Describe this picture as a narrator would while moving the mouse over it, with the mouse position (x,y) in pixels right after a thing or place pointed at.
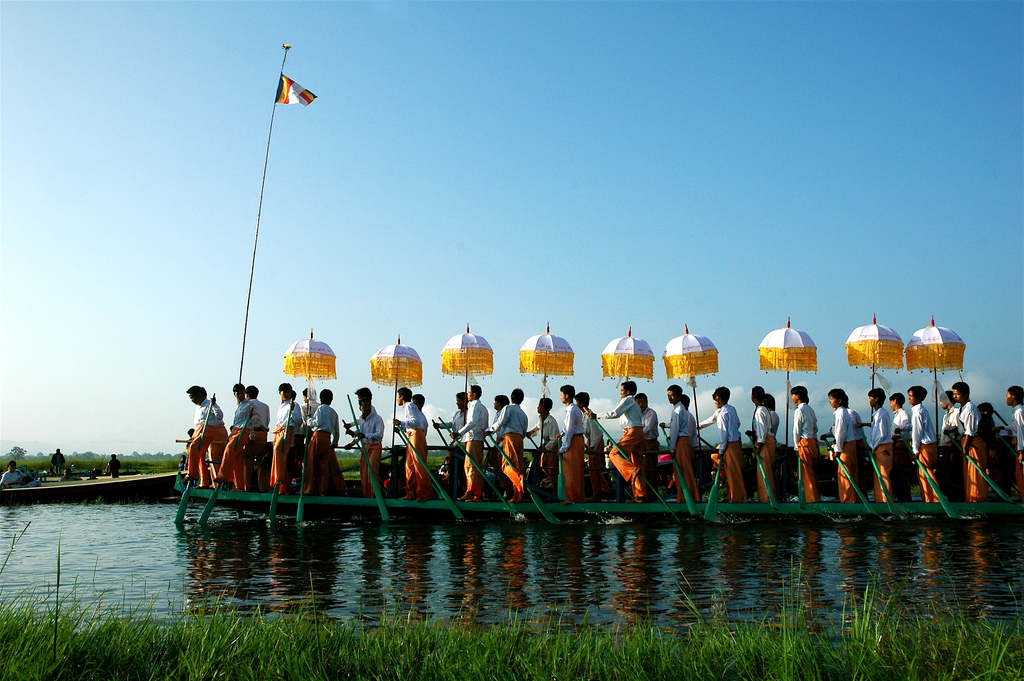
In the center of the image (515,404) there are people (257,441) riding a boat (426,505). At the bottom of the image (295,595) there is grass (56,636) and water (521,565). At the top of the image (551,130) there is sky (513,139). There is a flag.
